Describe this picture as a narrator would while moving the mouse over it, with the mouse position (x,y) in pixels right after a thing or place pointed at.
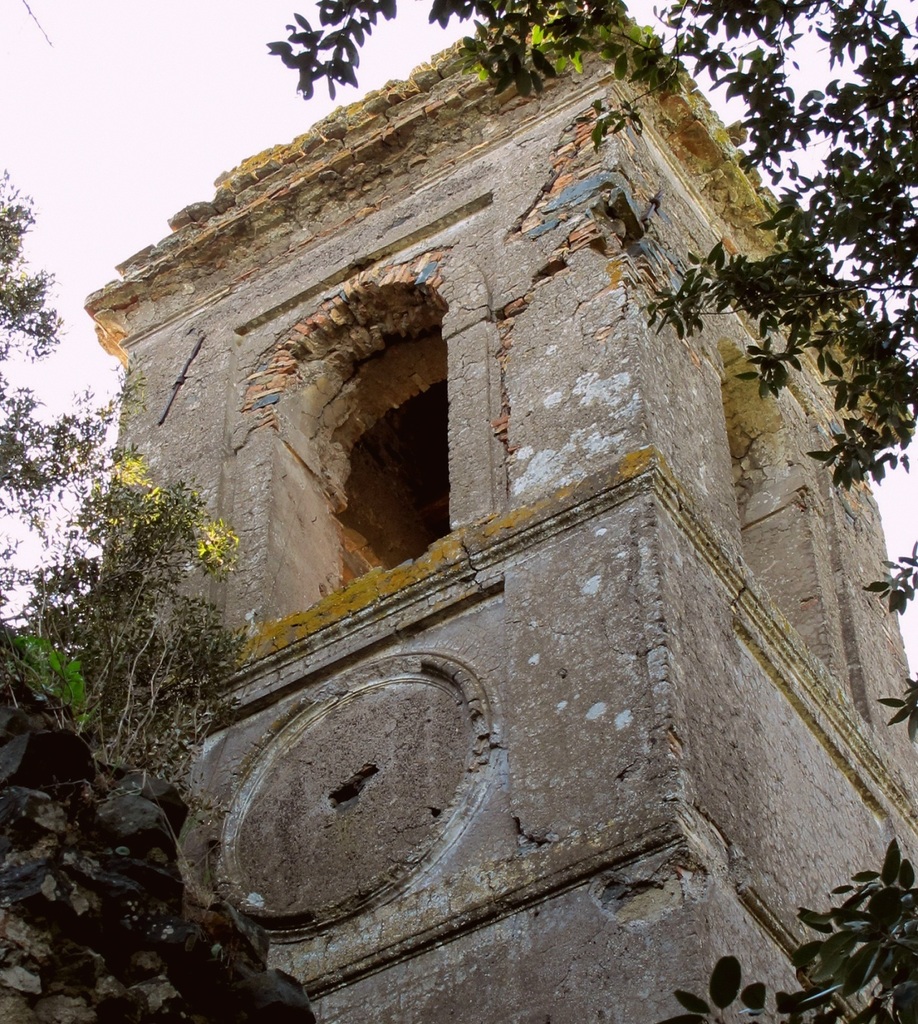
This image is taken outdoors. In the middle of the image (321,398) there is a tower (438,687) with walls (542,524). On the left (107,695) and right sides of the image there are a few trees (307,52). At the top of the image (174,107) there is a sky (157,169).
